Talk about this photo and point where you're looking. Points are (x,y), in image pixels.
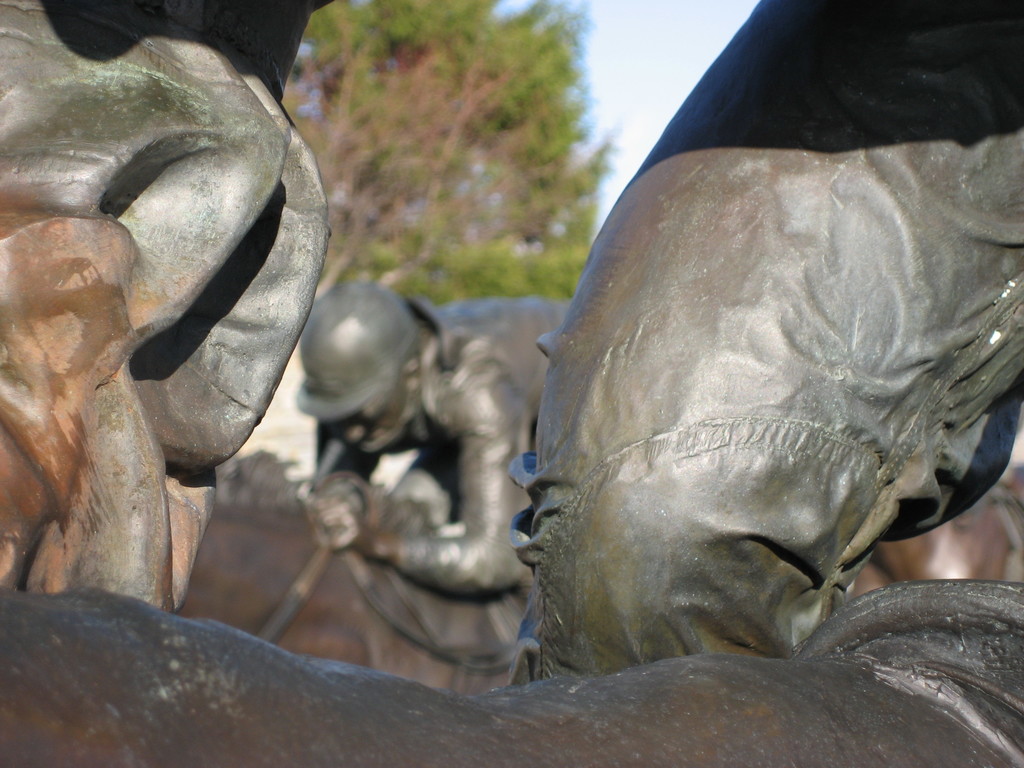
This picture shows a statue (363,601) and We see a statue (352,579) of a man (487,357) riding horse (372,627) and we see a tree (441,180) and a cloudy sky (634,144).
